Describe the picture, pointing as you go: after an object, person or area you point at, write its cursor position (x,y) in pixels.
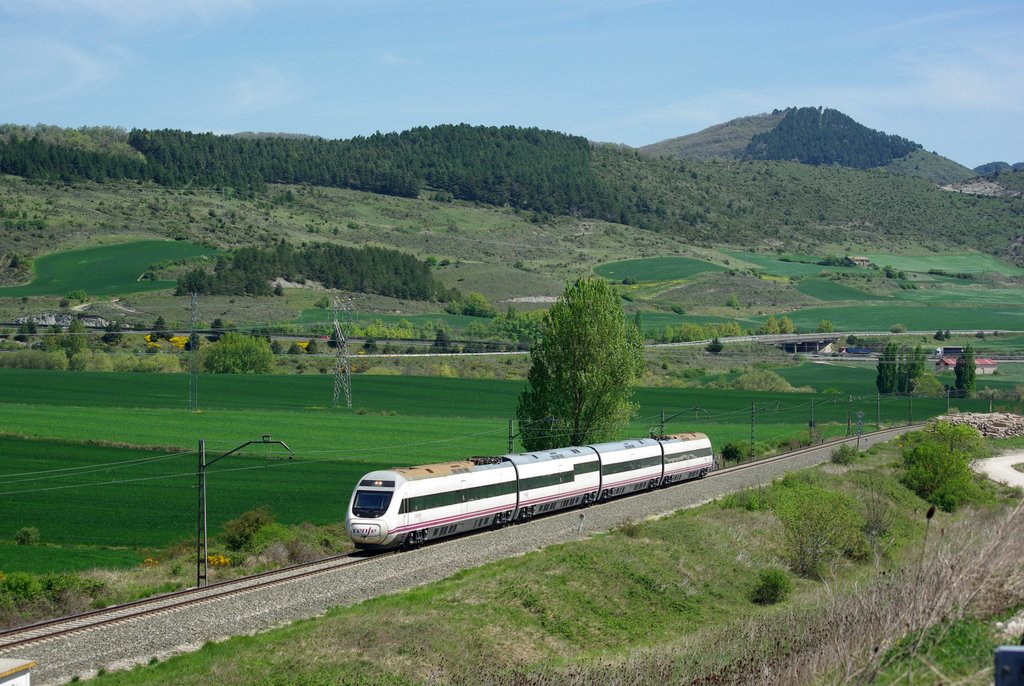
In this image we can see a train (566,506) with wagons (632,476) attached to it placed on the track (195,588). In the background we can see poles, group of trees (323,148), mountains (1014,254), buildings (952,360) and the sky (363,116).
